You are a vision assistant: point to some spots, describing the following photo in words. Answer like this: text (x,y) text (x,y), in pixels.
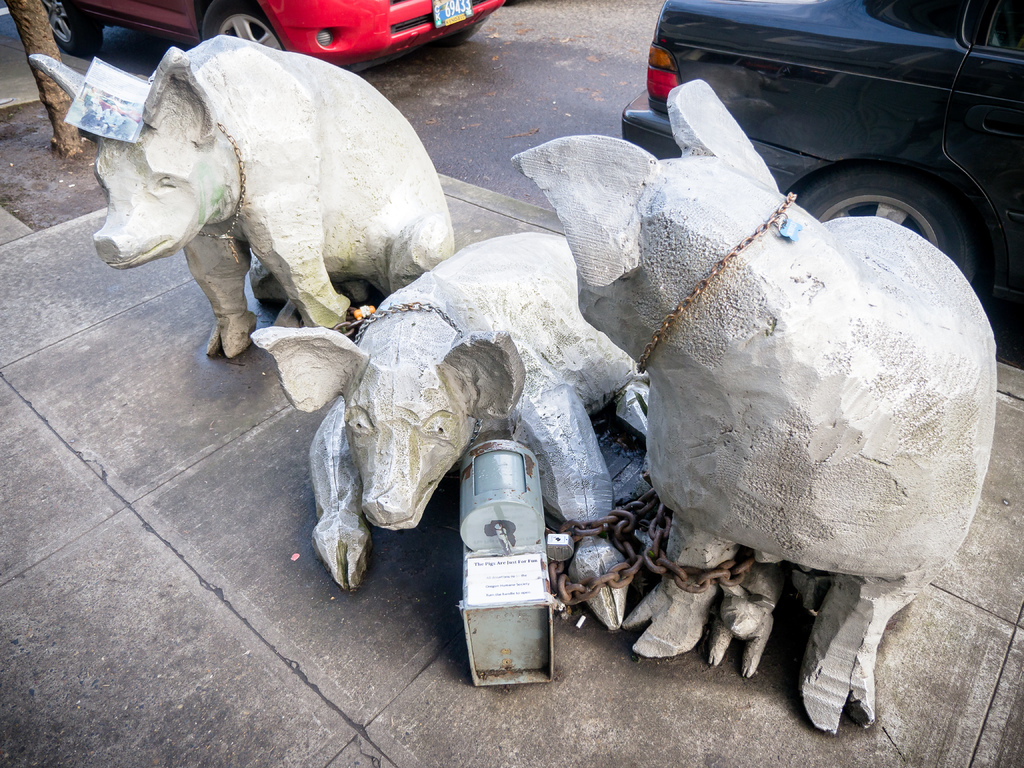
In this image I can see the sidewalk (317,578), few statues (489,417) on the sidewalk (98,560) which are in the shape of the animal. I can see the road (552,118), few vehicles (764,41) on the road (608,14) and a tree (30,1).
